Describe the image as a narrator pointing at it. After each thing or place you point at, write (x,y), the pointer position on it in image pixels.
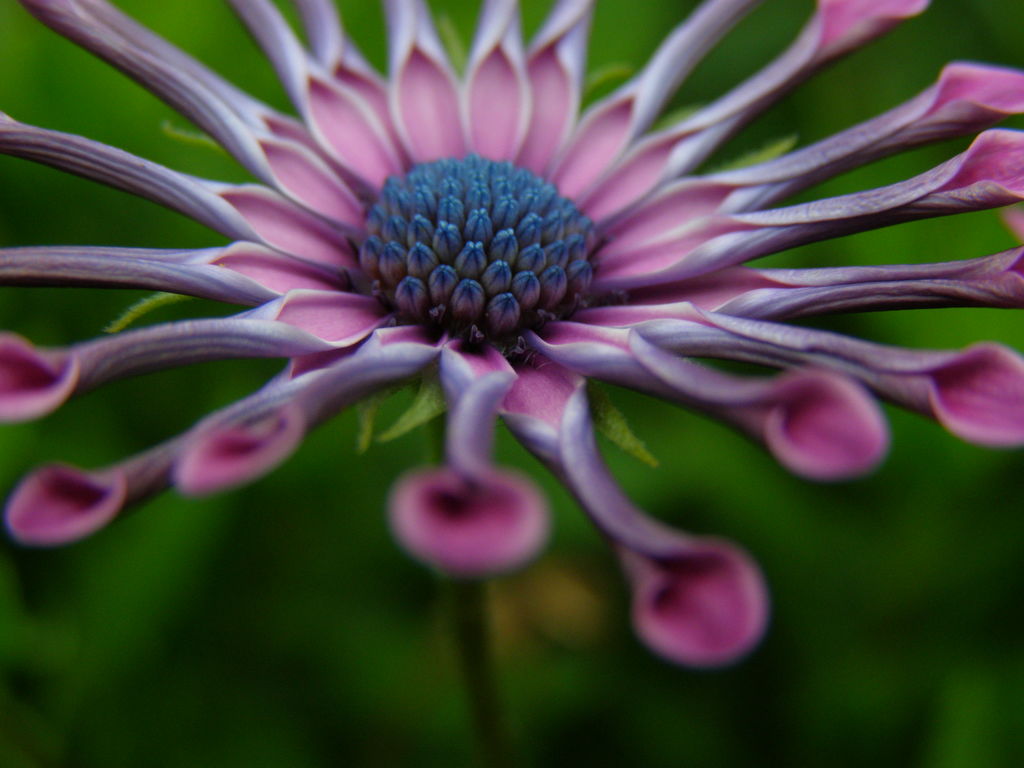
In this image we can see the flower (772,389). And we can see the background (189,24) blurred.
